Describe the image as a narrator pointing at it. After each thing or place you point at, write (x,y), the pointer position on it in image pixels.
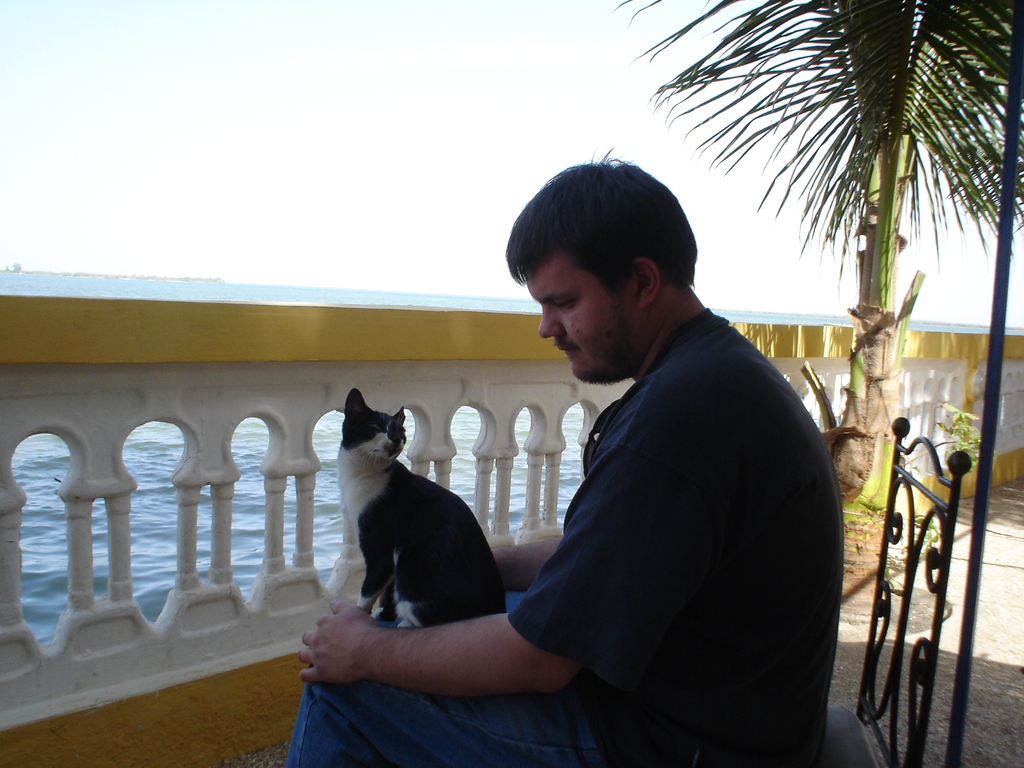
In this image I see a man (788,730) who is sitting on chair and there is a cat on him, I can also see the fence (167,674), a tree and the water (82,292).
